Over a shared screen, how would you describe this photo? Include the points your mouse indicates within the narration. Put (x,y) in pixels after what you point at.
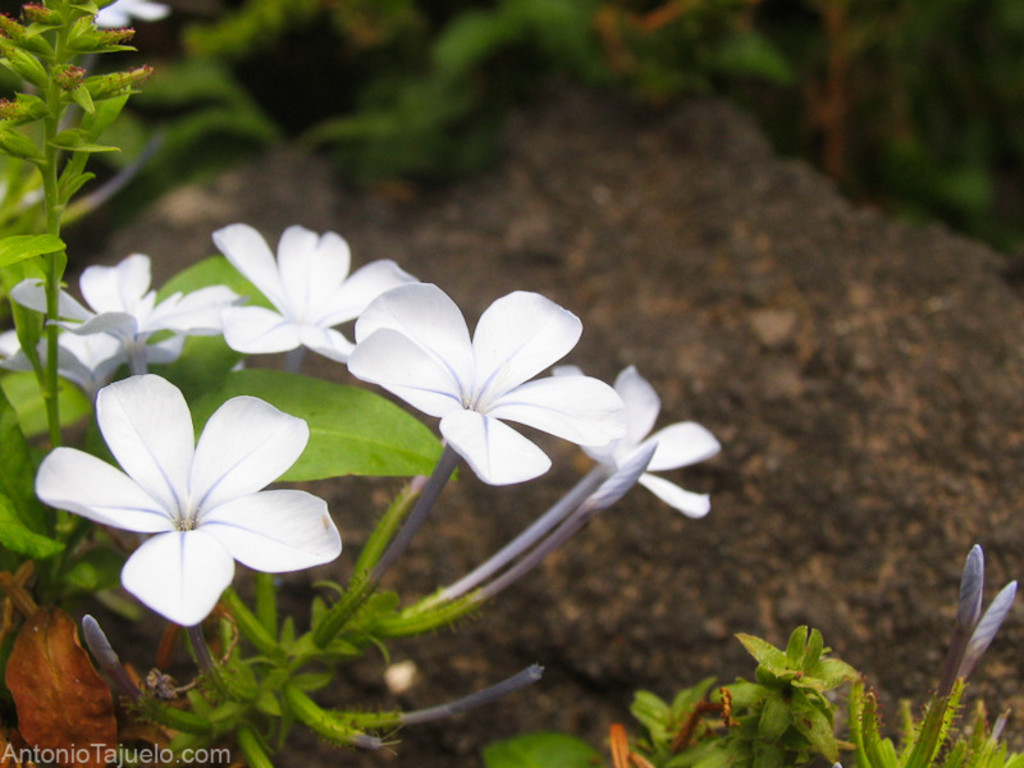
In this picture I can see the plants (786,723) in front (49,93), on which there are flowers (562,422) which are of white color and I see few buds (991,627). It is blurred in the background (561,591) and I see the watermark (133,760) on the bottom left corner of this image (68,757).
